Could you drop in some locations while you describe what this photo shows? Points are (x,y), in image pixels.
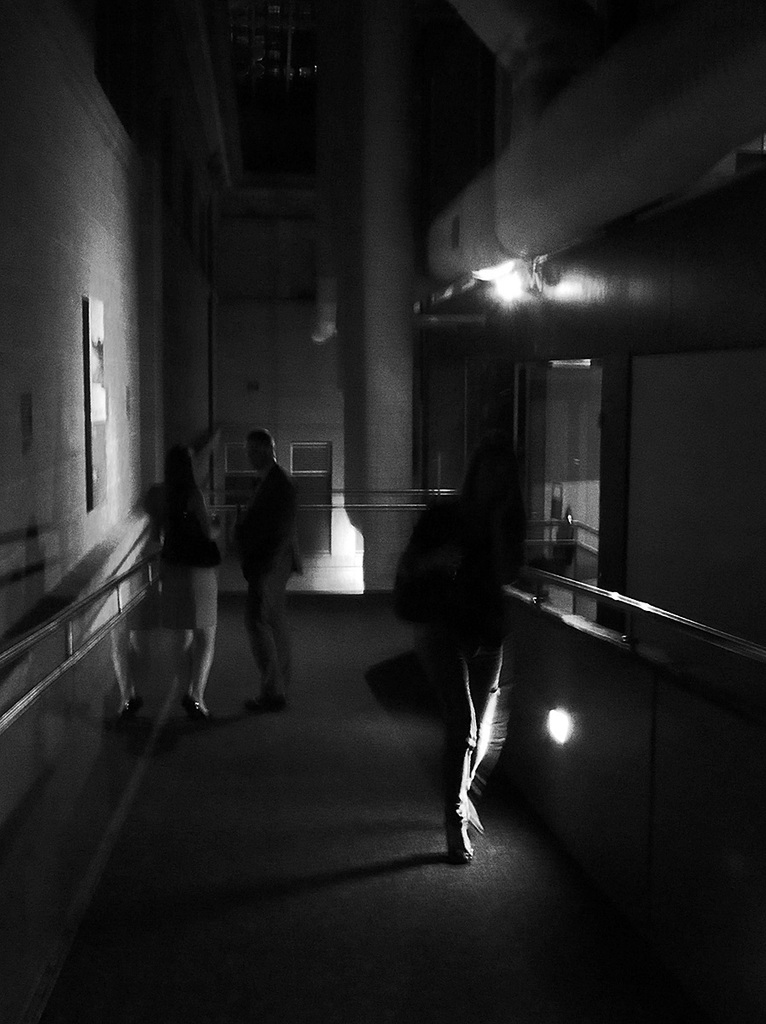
In this image there are persons (290,539) standing on the corridor (401,622) of the building (407,639), there is a frame (98,347) attached to the wall (25,362) and the roof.
